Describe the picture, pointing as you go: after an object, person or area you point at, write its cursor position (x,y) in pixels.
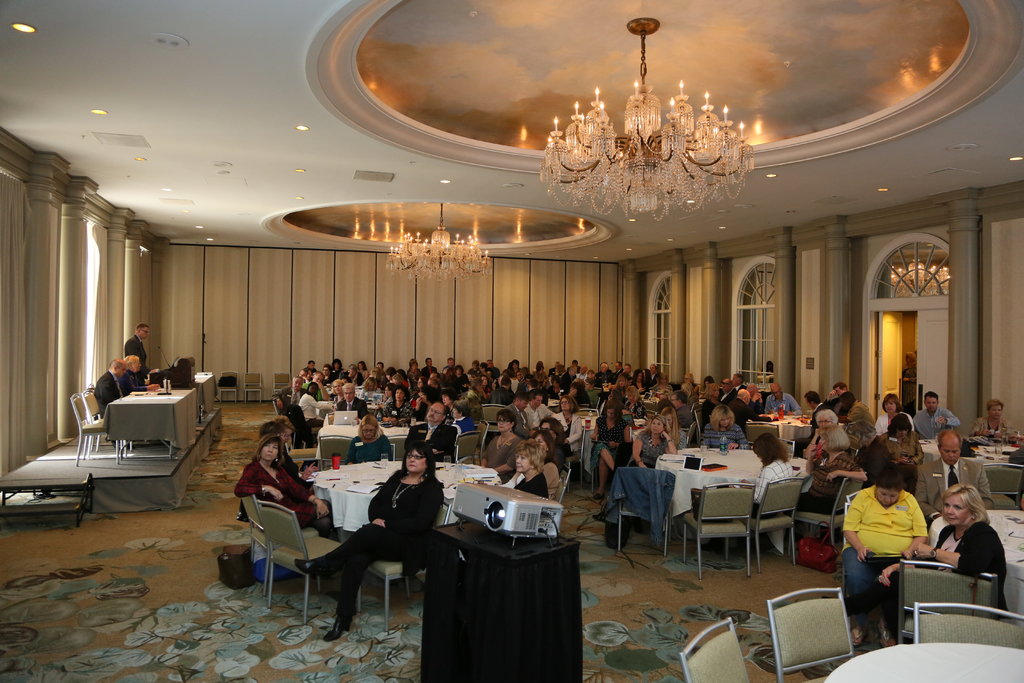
In this picture there are group of people (569,418) sitting on the chair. There is a device (529,515) on the table (497,533). There is a chandelier (462,271).
